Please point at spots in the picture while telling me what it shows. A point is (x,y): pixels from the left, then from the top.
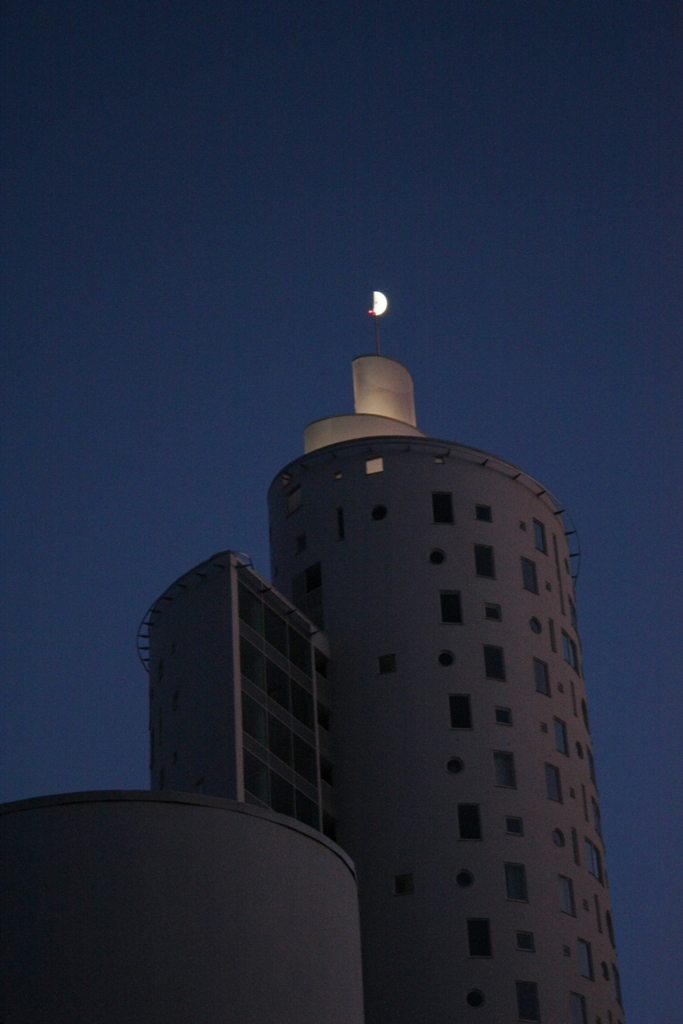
In this picture we can see a building (195,687) with windows (489,546) and in the background (340,306) we can see the moon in the sky (305,192).
